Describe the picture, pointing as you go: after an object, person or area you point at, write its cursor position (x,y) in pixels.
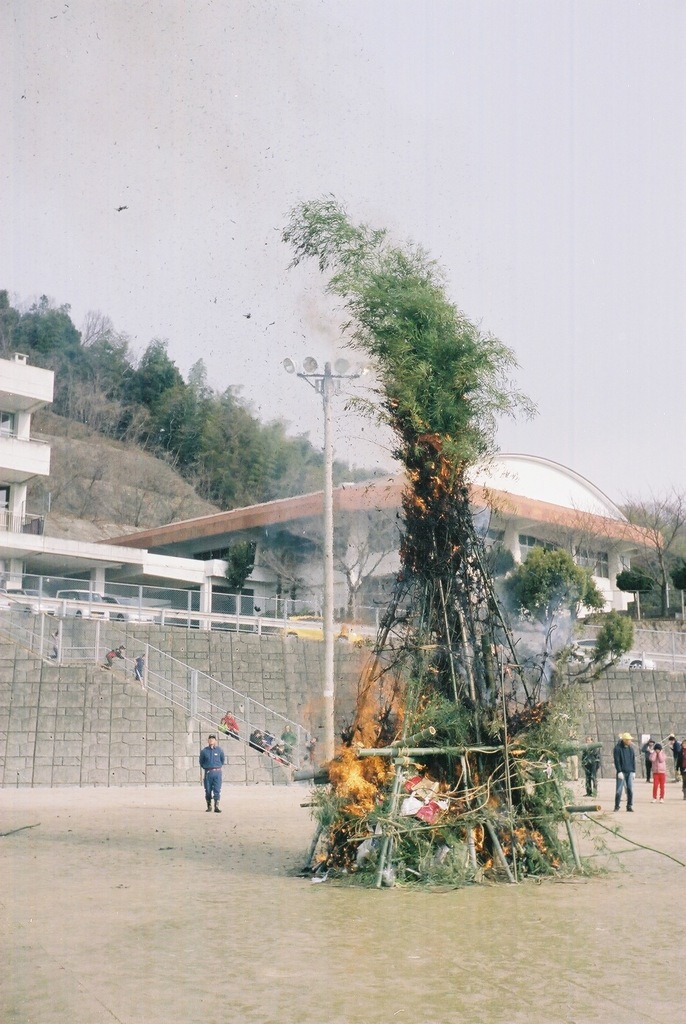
In this image, we can see people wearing clothes (231,718). There is a pole (328,630) in front of the wall (231,704). There is a building (298,510) in the middle of the image (320,513). There are some trees (201,410) on the hill (150,472). There is a fire (366,794) at the bottom of the image (356,800). At the top of the image (177,163), we can see the sky (304,100).
